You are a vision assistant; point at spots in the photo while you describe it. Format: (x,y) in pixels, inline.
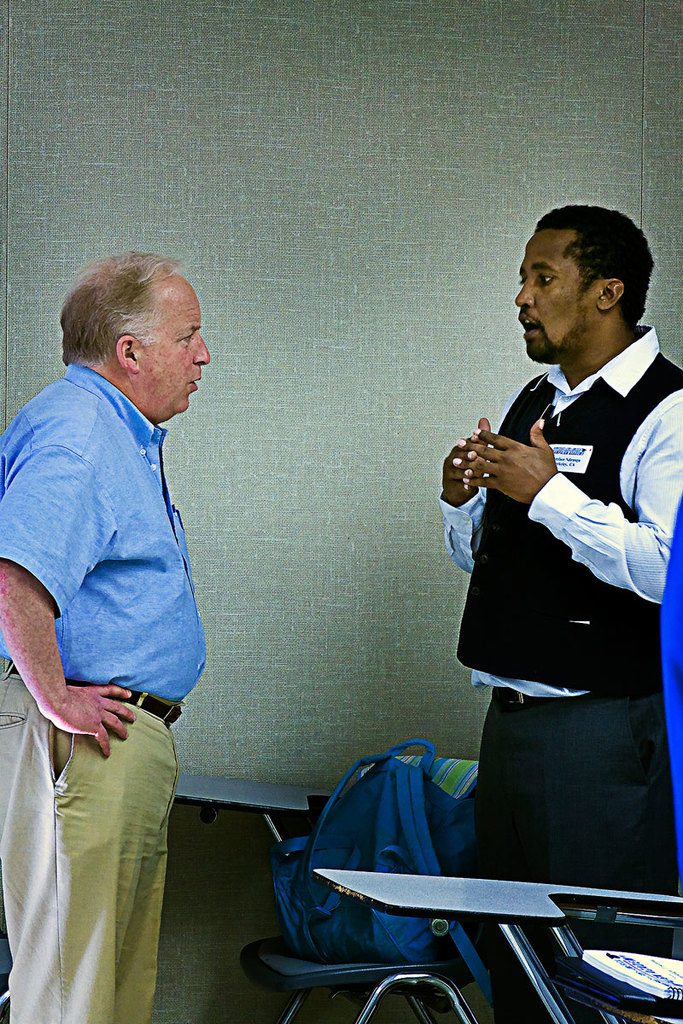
In the image in the center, we can see two persons (116,587) are standing. Between them, we can see chair (323,797), bag (327,814), book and a few other objects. In the background (318,645) there is a wall (269,500).
